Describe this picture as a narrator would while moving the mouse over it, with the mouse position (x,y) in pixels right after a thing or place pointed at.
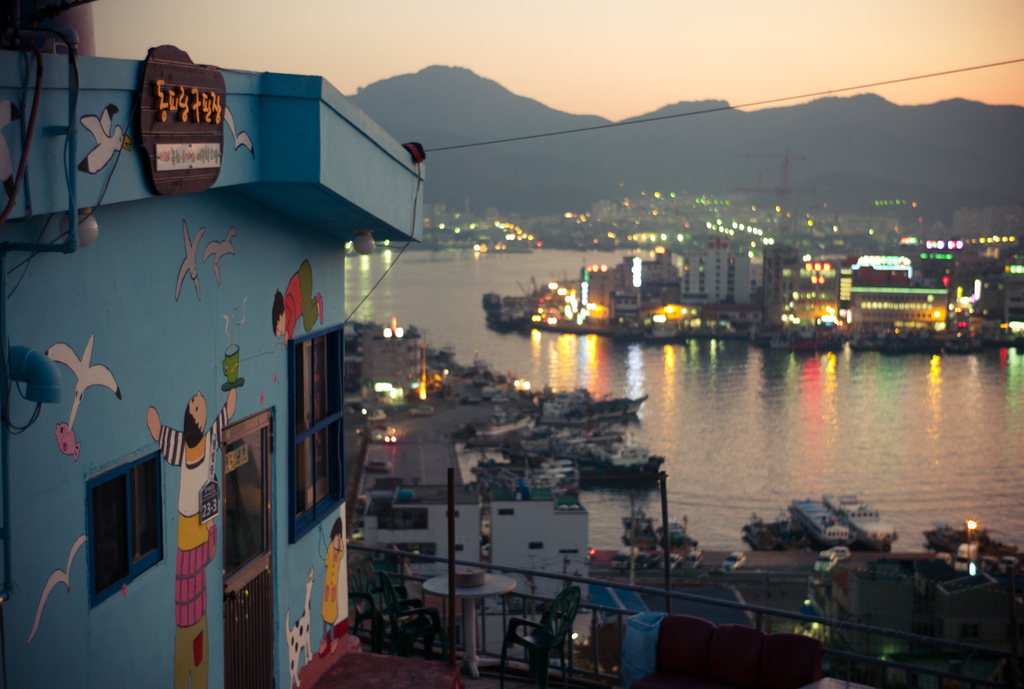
In this picture we can see the crane (771,192), buildings (691,201), skyscrapers (767,290), lights (883,290) and poles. At the bottom (775,532) we can see many boats (658,462) on the water (678,464). On the left (308,518) there are two windows (302,430) and door (254,517). On the wall (216,628) we can see the painting (236,353) of a bird (113,140), fish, persons (315,300) and animal (290,638). In the background (567,186) we can see the mountains (675,107). At the top (613,33) there is a sky (631,31). In the bottom right (769,675) we can see chair (568,597), tables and fencing (586,603).
